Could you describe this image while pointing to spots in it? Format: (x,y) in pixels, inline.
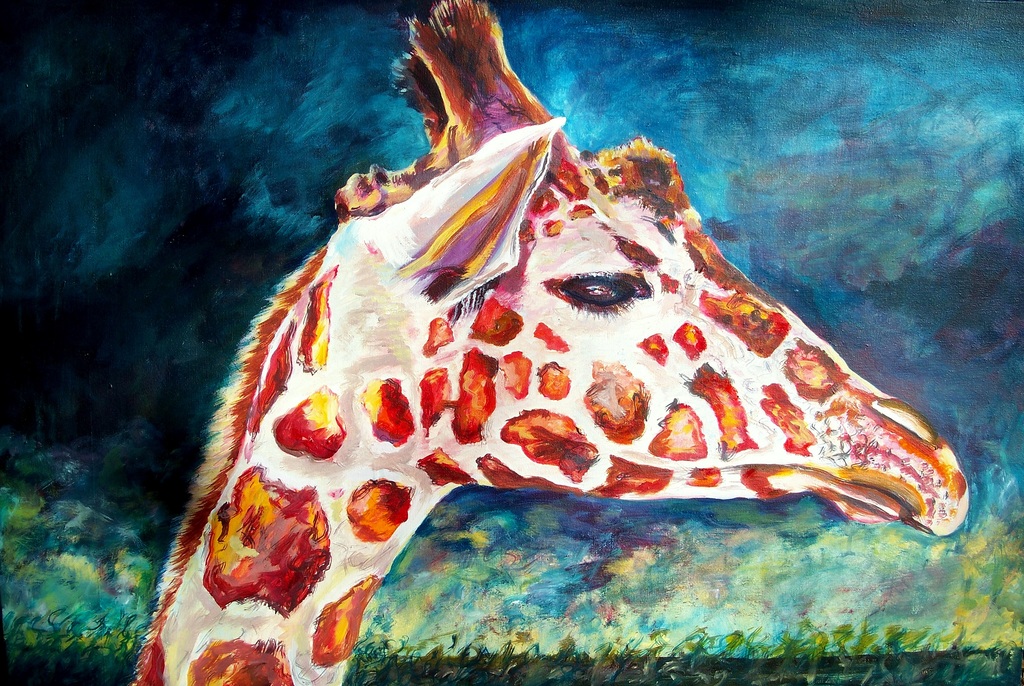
There is a picture of a giraffe (280,462) and the background (302,147) is blue in color.
